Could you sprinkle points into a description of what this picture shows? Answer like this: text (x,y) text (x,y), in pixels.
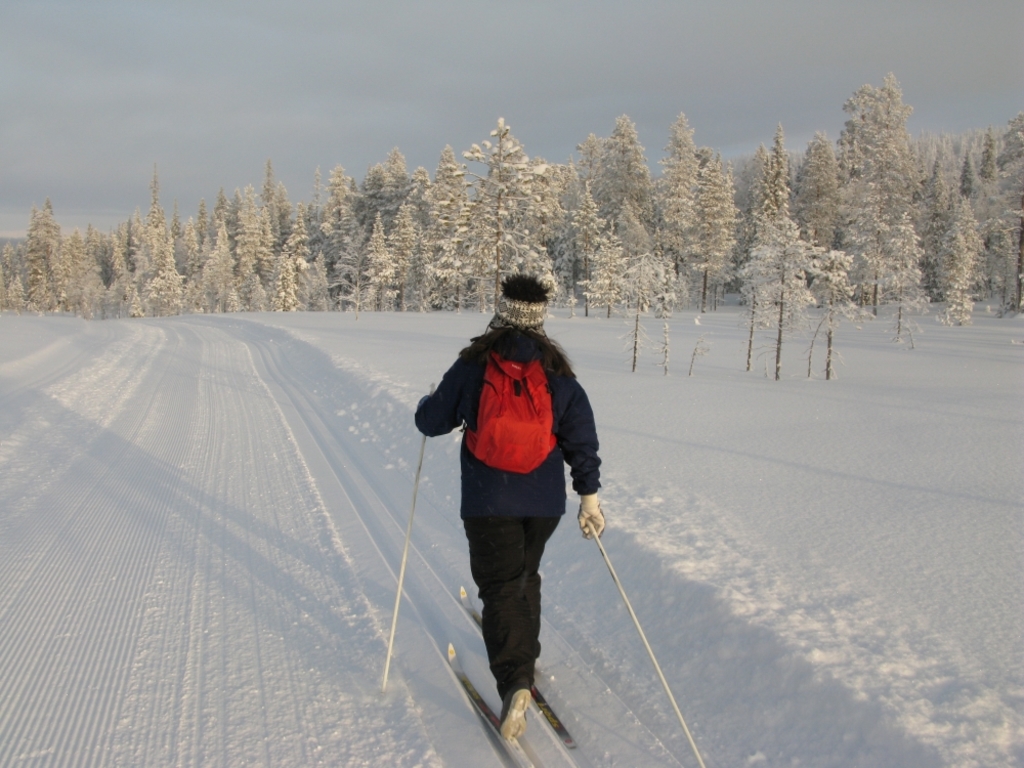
In this image I can see the person (473,523) wearing the navy blue and black color dress (511,513) and also the red color bag (483,428). The person (500,486) is holding the sticks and also wearing the skiboards (472,692). The person (509,543) is on the snow (161,411). In the background (278,277) there are many trees (392,237) and the sky (206,64).
